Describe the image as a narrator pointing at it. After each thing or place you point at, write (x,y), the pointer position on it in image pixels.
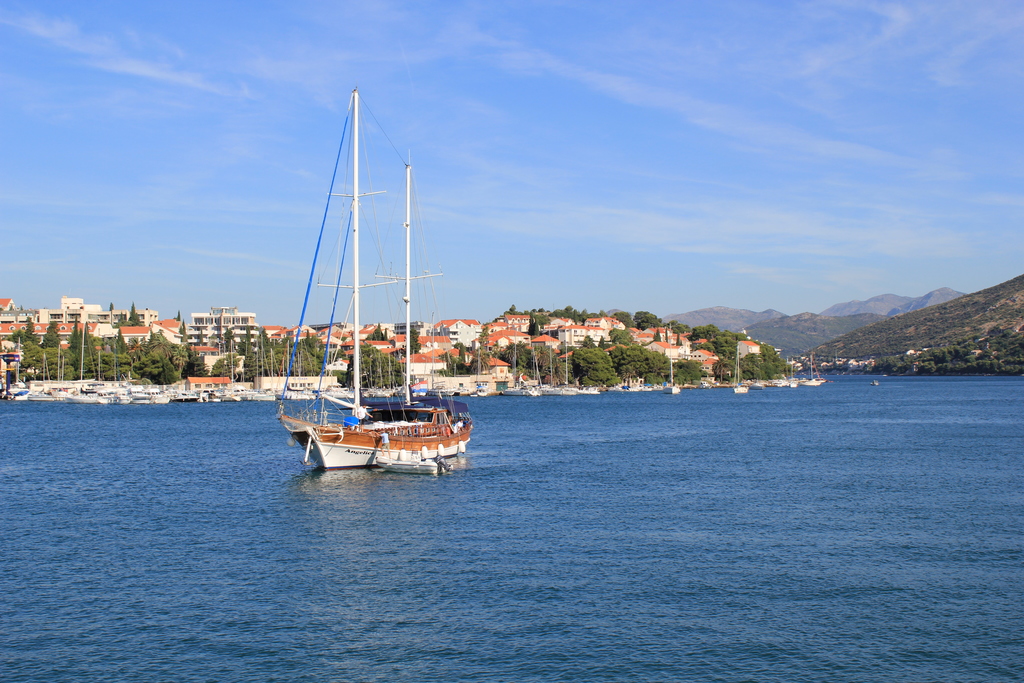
In this picture we can see few boats (447,438) on the water (623,434), in the background (191,354) we can see few trees (508,354), buildings (208,346), hills (819,314) and clouds (489,192).
